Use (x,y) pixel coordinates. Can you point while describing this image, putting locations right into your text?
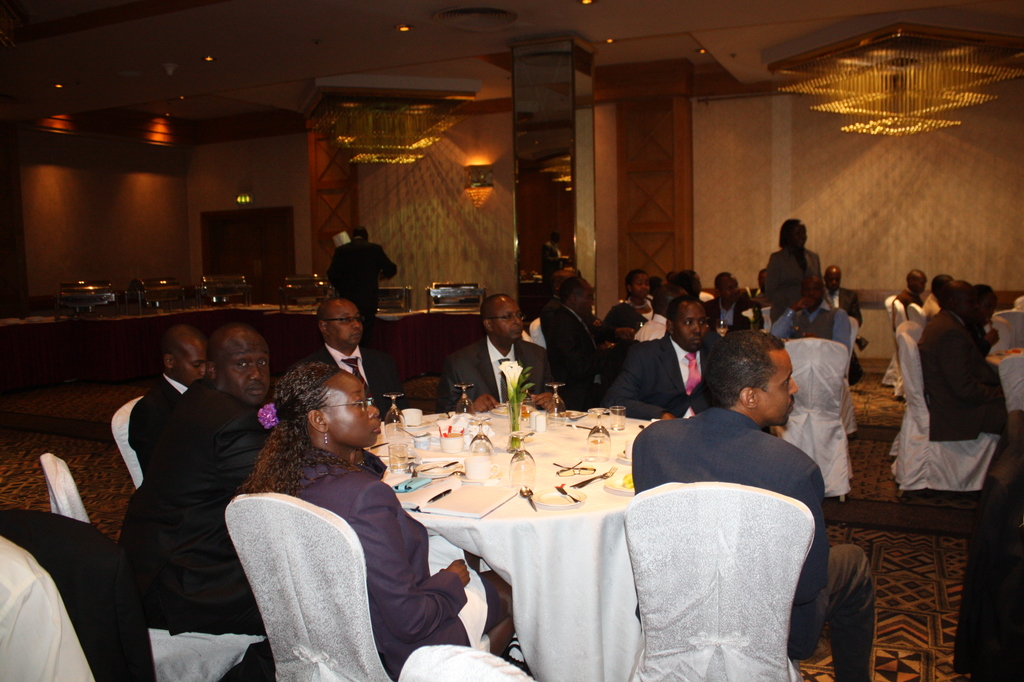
In this picture there are group of people (84,593) sitting on the left side (72,544) in the chairs (709,644) and group of people (975,566) sitting on the right side of the chairs (756,633) and in the table (502,456) there is book (505,494), pen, glass (529,468), tissues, and a flower (524,387) and at the background (255,283) there is a door (250,257) and chandelier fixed to the ceiling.
